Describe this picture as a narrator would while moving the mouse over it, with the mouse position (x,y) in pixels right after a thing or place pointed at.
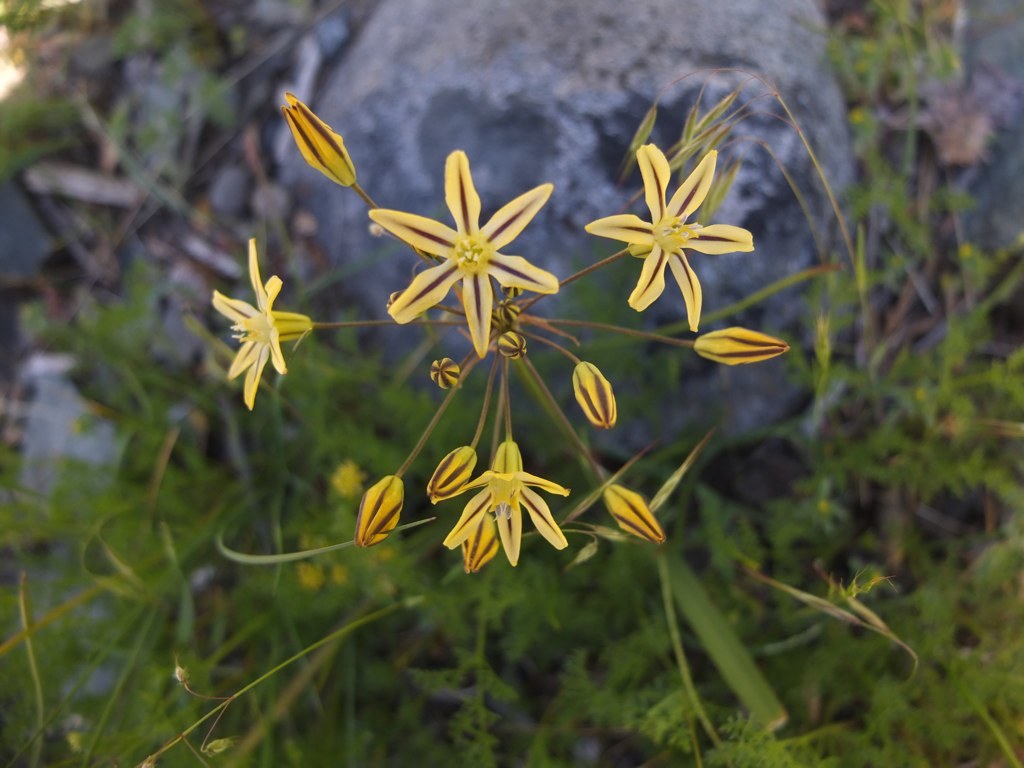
In this picture I can see flowers (257,271), plants (693,753) and a rock (766,380) in the background (544,227).
